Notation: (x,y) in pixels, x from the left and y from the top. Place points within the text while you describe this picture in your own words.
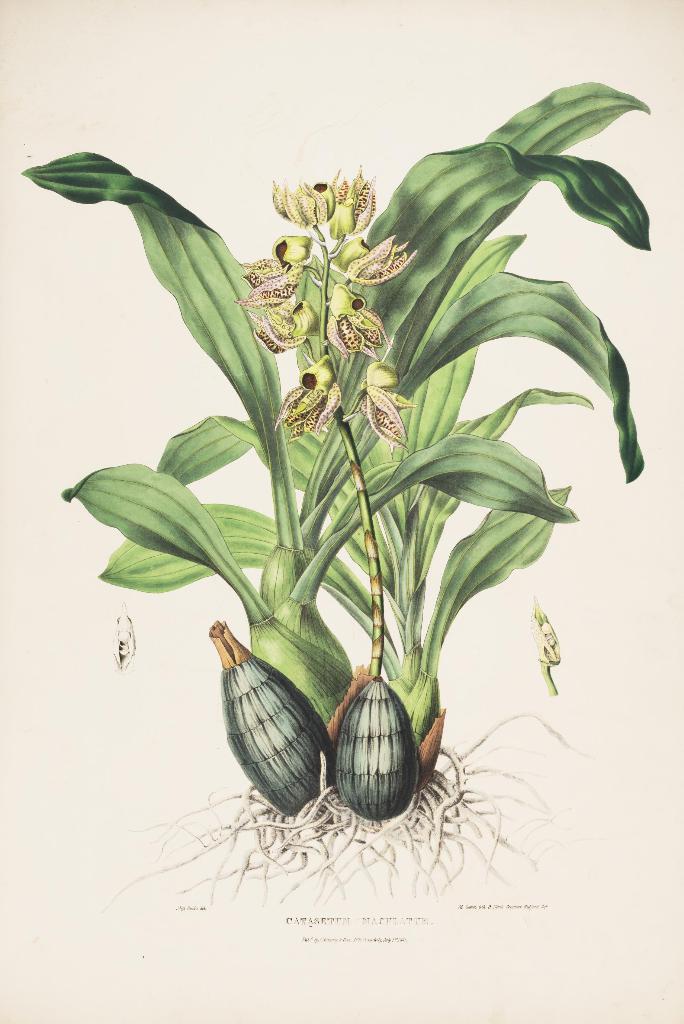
In this image we can see picture (325,667) of plants (407,648) printed on the paper (352,923) and we can see text (412,917). There are flowers (341,347).
